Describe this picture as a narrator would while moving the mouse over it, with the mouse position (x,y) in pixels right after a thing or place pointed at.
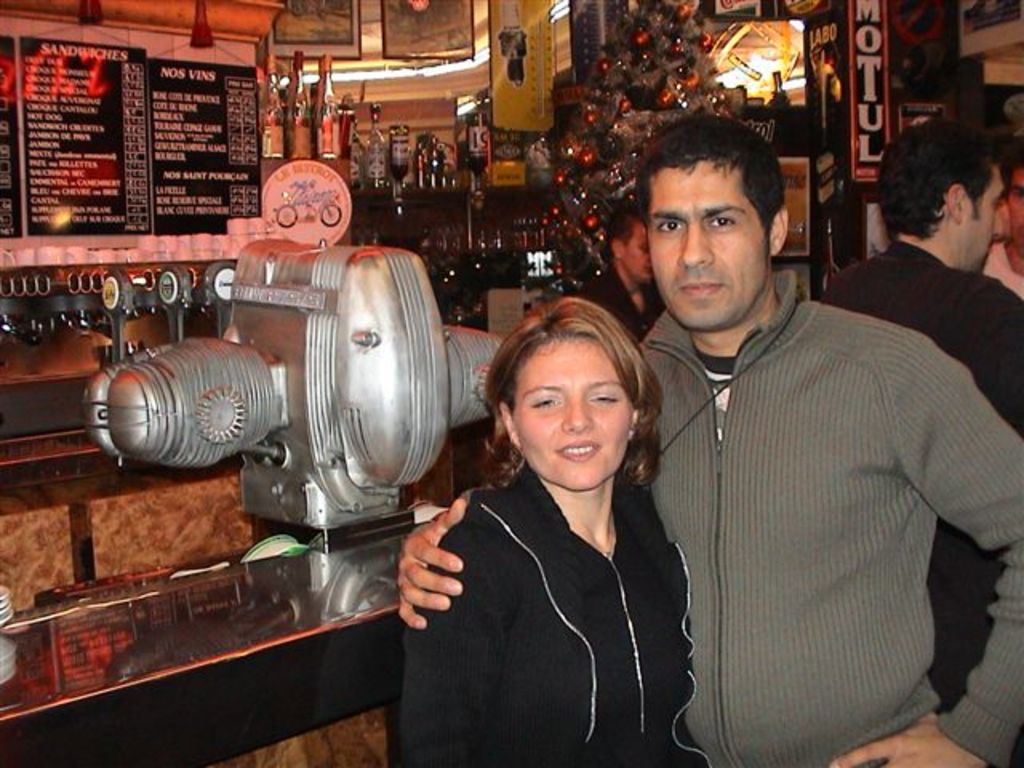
Here in this picture in the front (638,414) we can see a couple (562,437) standing and we can see the woman (629,591) is smiling and behind them we can see a machine (406,449) present on the table (171,582) and behind that also we can see other number of machines (188,314) and bottles (437,169) present in the racks (398,221) and we can also see boards (35,87) on the wall (186,45) and behind them we can see other people (638,270) also present and we can see lights (386,75) on the roof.
